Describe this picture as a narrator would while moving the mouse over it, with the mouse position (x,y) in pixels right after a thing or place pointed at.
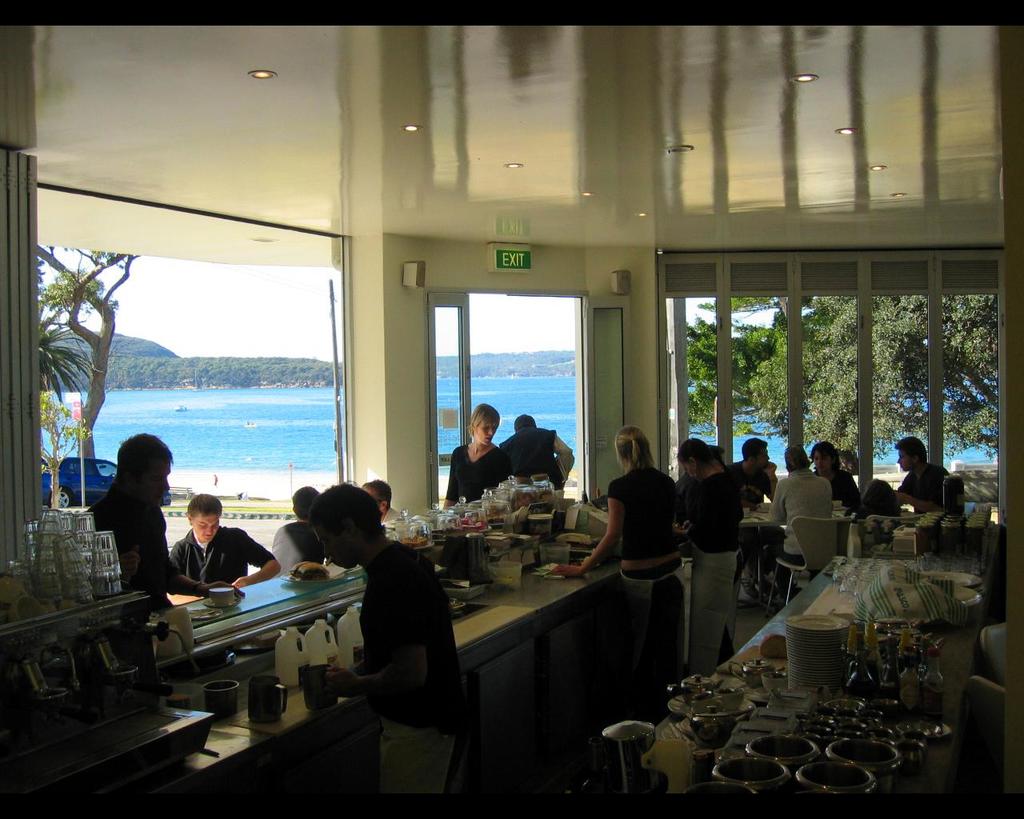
In this image we can see persons (697,584), counter top (202,678), tables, chairs (824,553), persons (655,518), glass tumblers (83,555), food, bowls (773,747), vessels (762,741), tissues (870,590), cups (222,701), door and windows (729,389). In the background (690,390) we can see trees (278,358), water (109,399), hills (227,368), ship (184,410) and sky (240,315).
